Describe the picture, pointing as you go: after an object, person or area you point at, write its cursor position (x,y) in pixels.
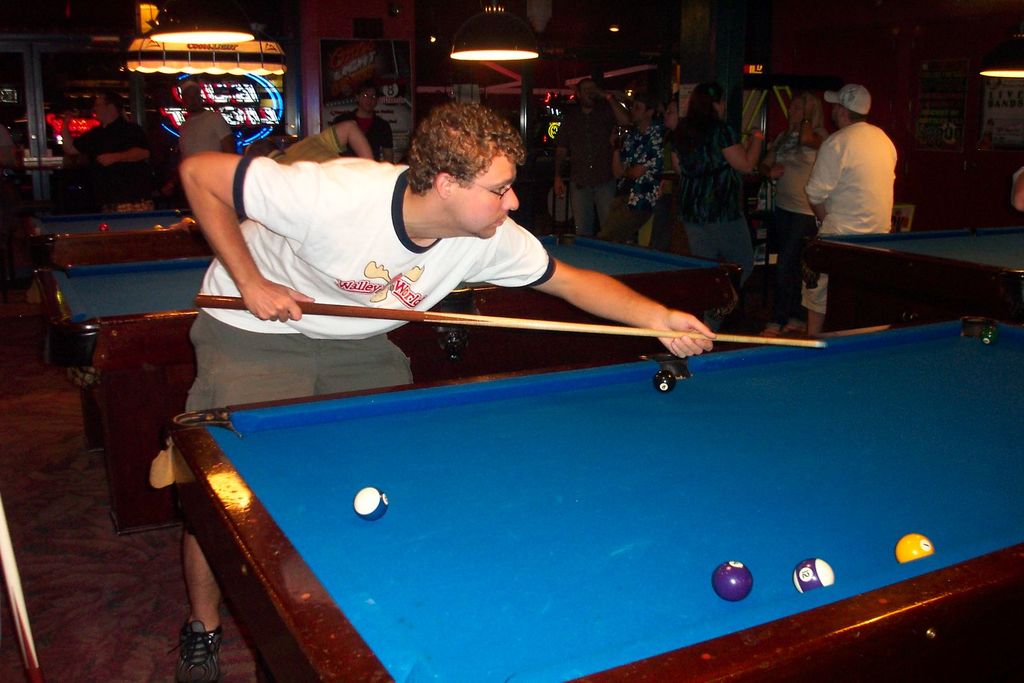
In this image there are group of people (486,273). The man (379,229) with white t-shirt (420,255) is standing and playing the game. At the top (480,31) there are lights (488,42).
